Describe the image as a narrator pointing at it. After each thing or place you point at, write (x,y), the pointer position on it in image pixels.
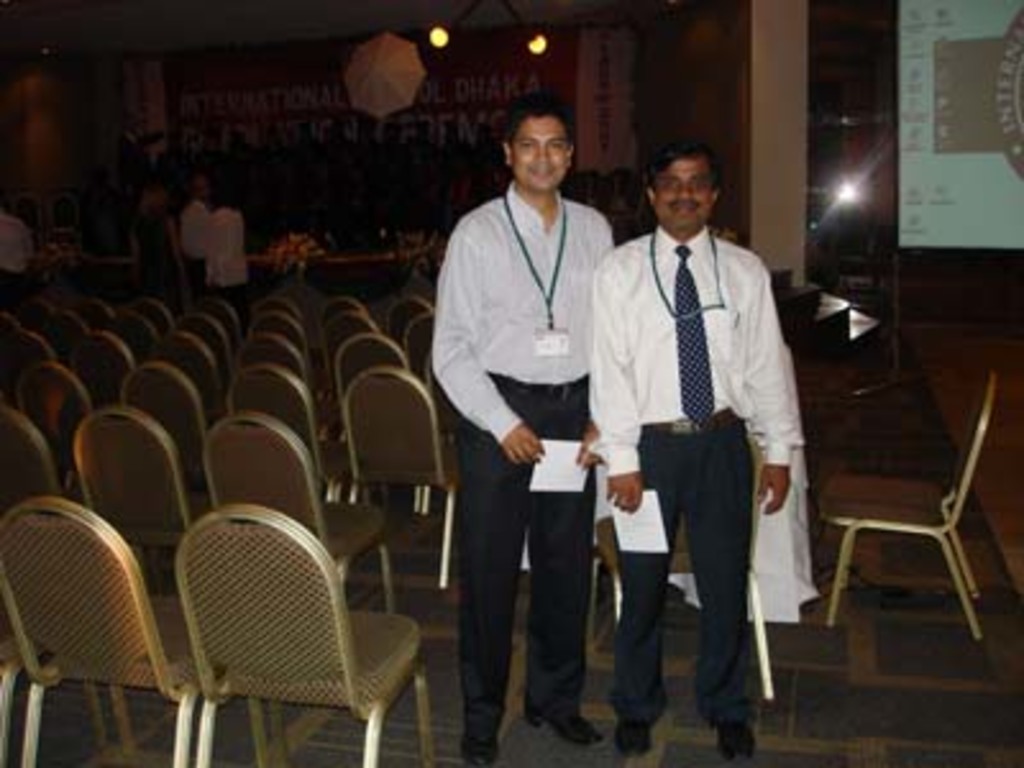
In the foreground of this picture (508,488), there are two men (700,486) standing by holding a paper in their hands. In the background (281,423), there are chairs (270,444), persons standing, umbrella (392,71), lights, banner (497,82), stairs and a screen (982,170).
